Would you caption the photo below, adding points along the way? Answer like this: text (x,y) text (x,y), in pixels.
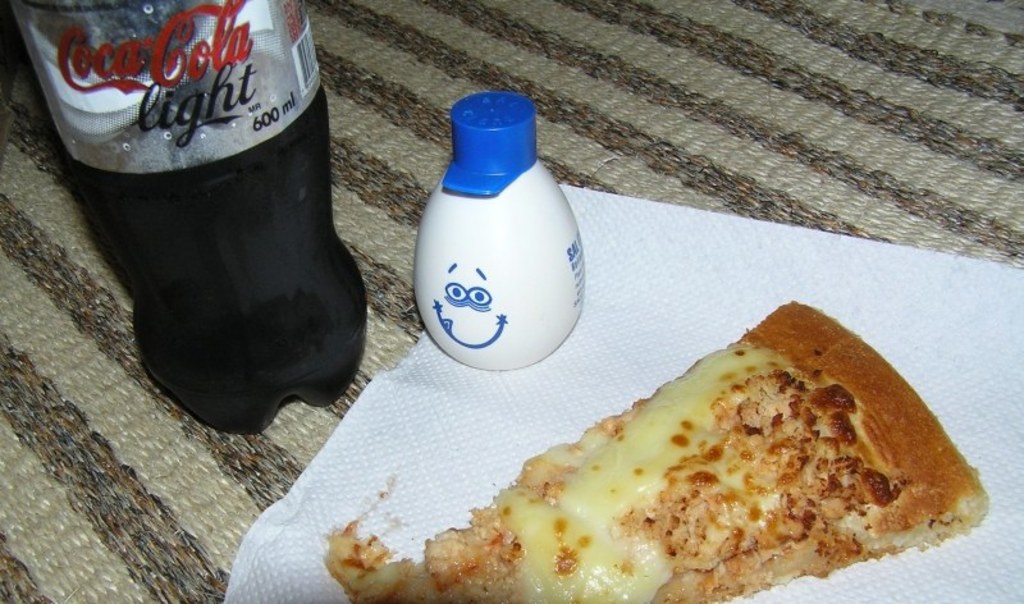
On the right bottom of the image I can see a tissue paper (763,267). One food item (785,426) is placed on this tissue paper (868,301). On the top of the image (140,189) I can see two bottles (224,221).
